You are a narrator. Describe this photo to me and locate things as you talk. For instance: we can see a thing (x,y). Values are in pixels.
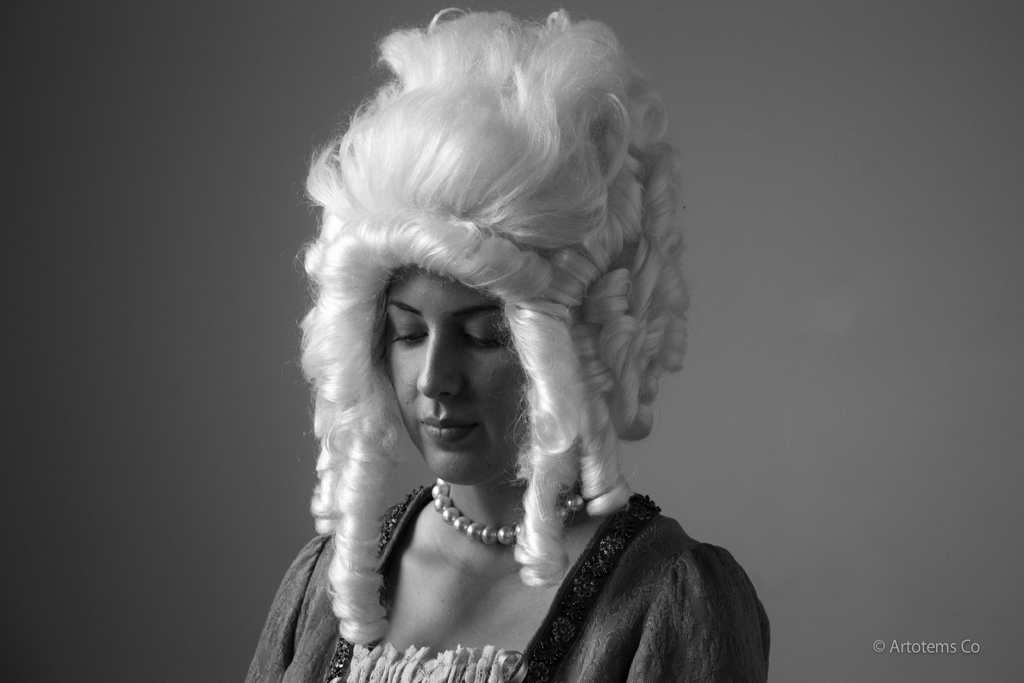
In this picture there is a woman (547,307) with white hair (512,168) is standing. At the back (909,418) it looks like a wall (730,392). At the bottom right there is text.
